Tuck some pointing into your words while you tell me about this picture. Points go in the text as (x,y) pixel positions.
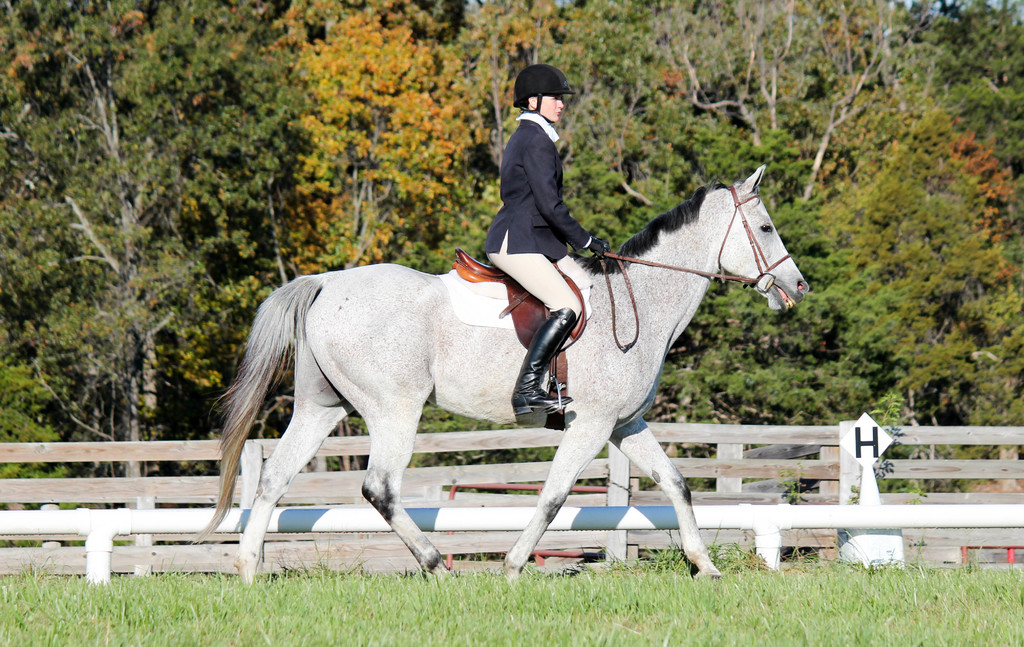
a woman (554,237) is sitting on the horse (400,396) and riding in the ground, there are many trees (449,72) present near the woman (543,247).
